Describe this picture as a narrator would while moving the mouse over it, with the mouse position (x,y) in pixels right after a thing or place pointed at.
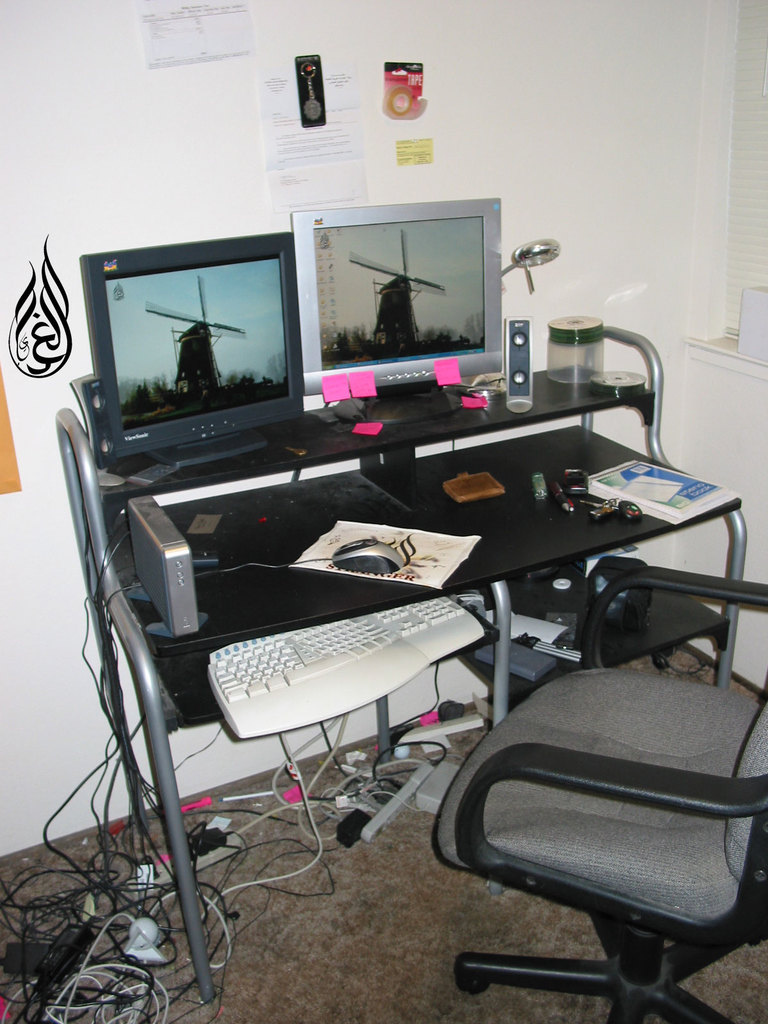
We can see posters (323,71) over a wall (332,52). We can see two monitors (156,403), keyboard (379,661), mouse (391,549), box (568,364), sticky notes (353,386) over a monitor (398,394) on the table (500,586). This is an empty chair (578,782). On the floor (329,847) we can see wires (110,985) and sockets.
